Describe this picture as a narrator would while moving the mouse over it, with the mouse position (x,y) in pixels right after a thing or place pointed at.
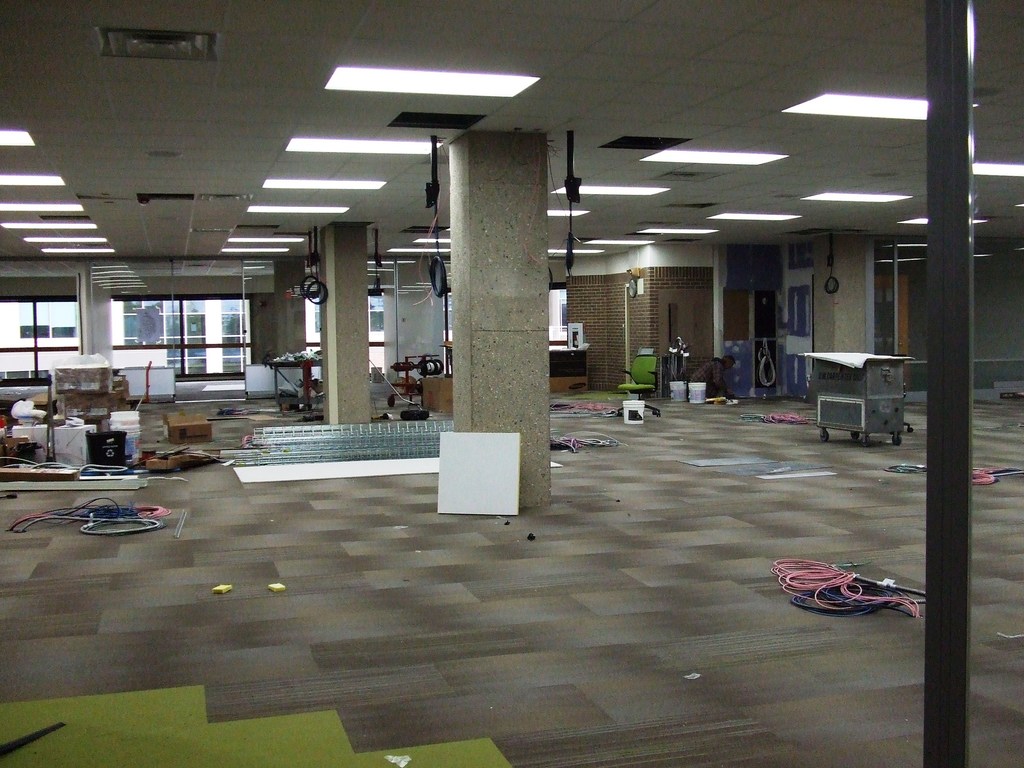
This image is clicked inside the building (506,262). In the front (520,331), we can see the pillars (495,346). At the top (341,139), there is a roof (347,94) along with the lights (310,148). At the bottom (433,702), there is a floor (429,628). And there are many things (76,409) kept on the floor (915,434). On the right (861,411), we can see a trolley (861,424).
